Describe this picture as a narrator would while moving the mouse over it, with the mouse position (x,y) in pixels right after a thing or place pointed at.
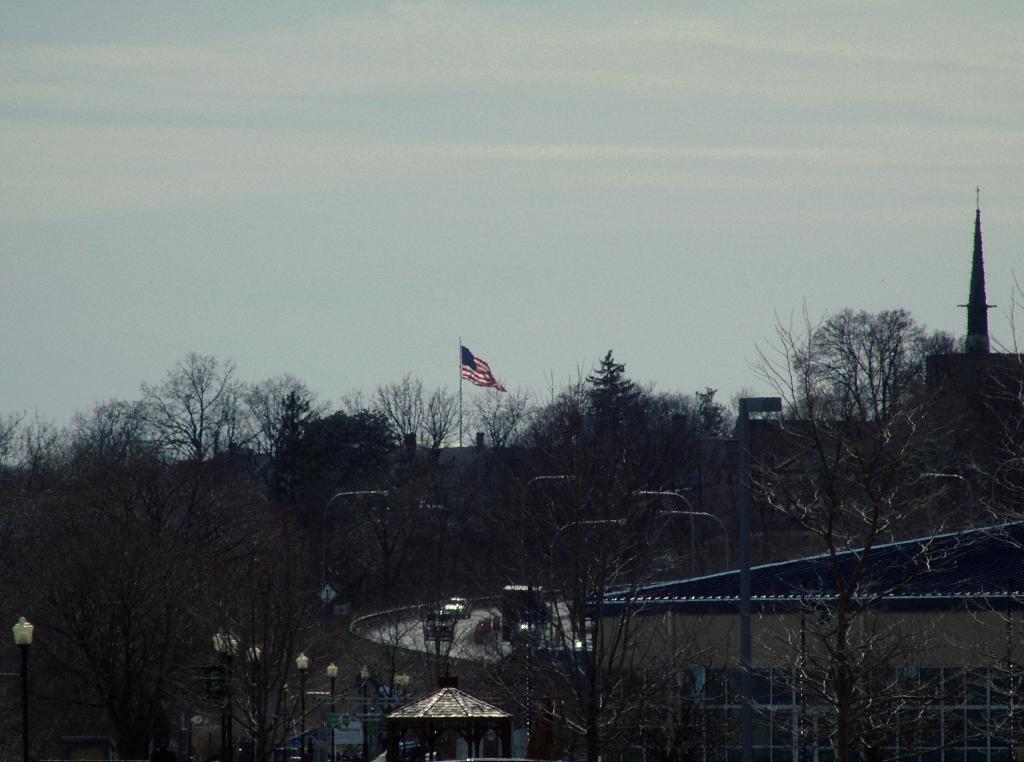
In this image there is a road (475,621) in the middle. On the road (470,631) there are vehicles (524,624). At the bottom (462,720) there is a house (476,711). On the left side (332,682) there are light poles (256,689) in the line. In the middle (499,388) there is a flag (460,355). At the top (466,233) there is the sky (466,233). On the right side (959,377) there is a tower (974,322). On the right side (968,557) bottom there is a shed (900,575). There are trees (539,492) all around the place.
